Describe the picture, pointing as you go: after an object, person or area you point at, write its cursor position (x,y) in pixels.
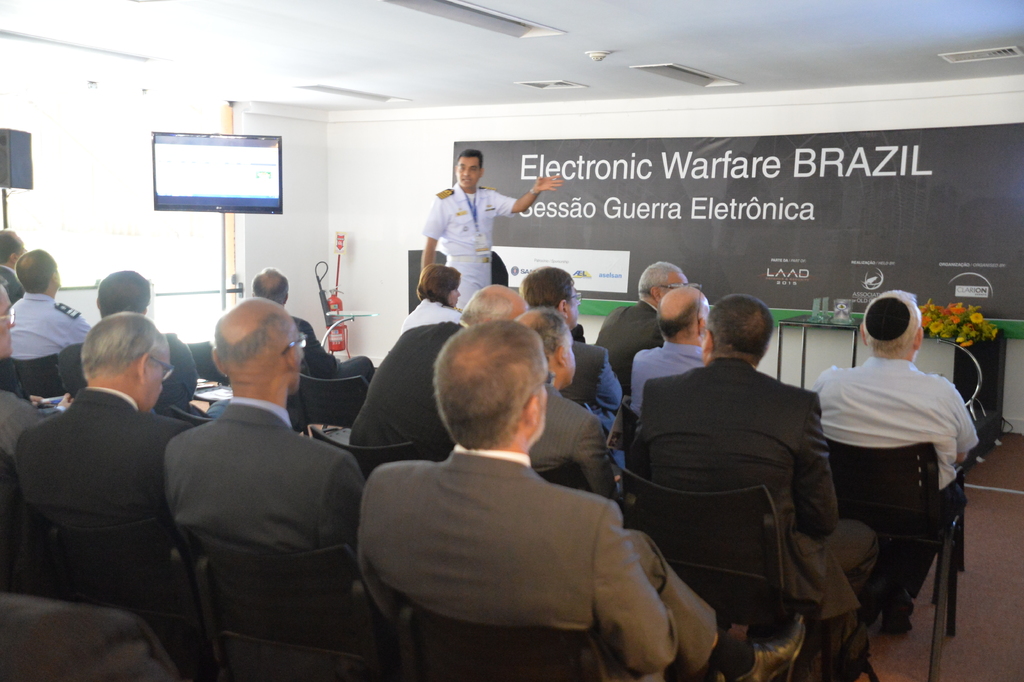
In this image, we can see persons (688,365) wearing clothes (119,440) and sitting on chairs (424,644). There is a person (454,254) standing in front of the banner (698,191). There is a screen (233,163) on the left side of the image (192,208). There are lights (679,67) on the ceiling (411,62) which is at the top of the image (434,29). There are flowers (949,308) on the right side of the image (962,308). There is a table (967,350) in front of the wall (832,356).
